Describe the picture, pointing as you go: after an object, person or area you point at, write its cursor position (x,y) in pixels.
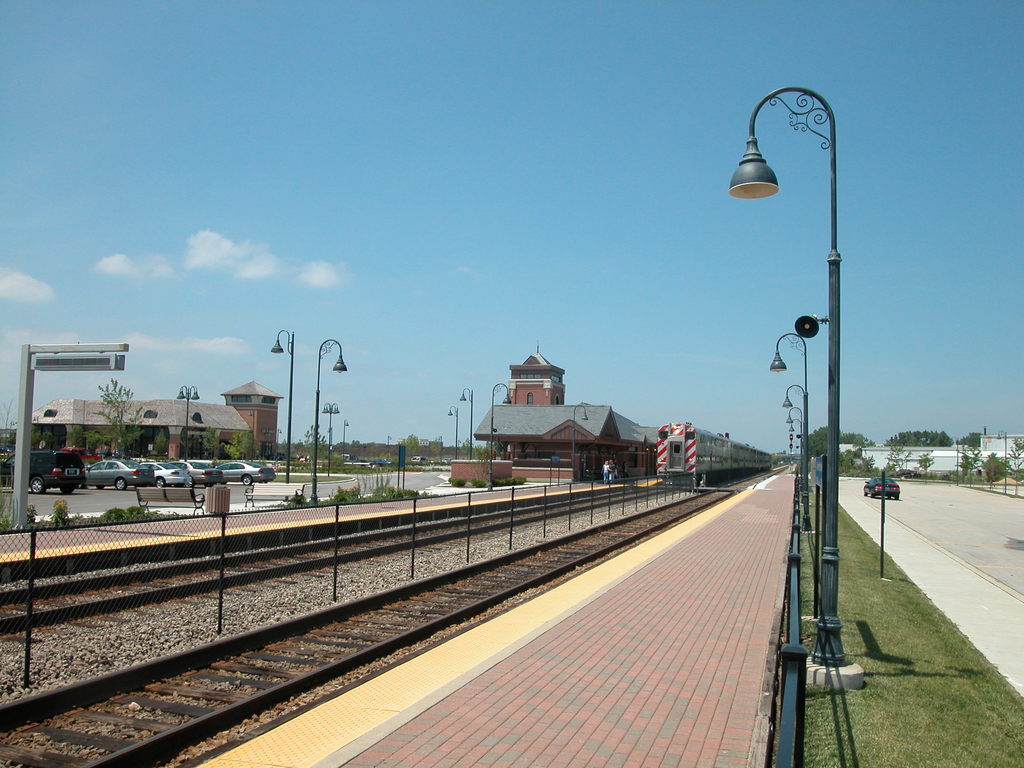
In this picture I can see there is a railway track (374,635) at left side (282,659) and there is a fence (199,583), beside the fence (214,567) there is another train track (242,573) and there are two platforms (216,542) and there are trees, poles (826,622) with lights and there are few buildings (548,421) at left (206,449) and right. There is a car (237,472) moving on the road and the sky (511,288) is clear.
